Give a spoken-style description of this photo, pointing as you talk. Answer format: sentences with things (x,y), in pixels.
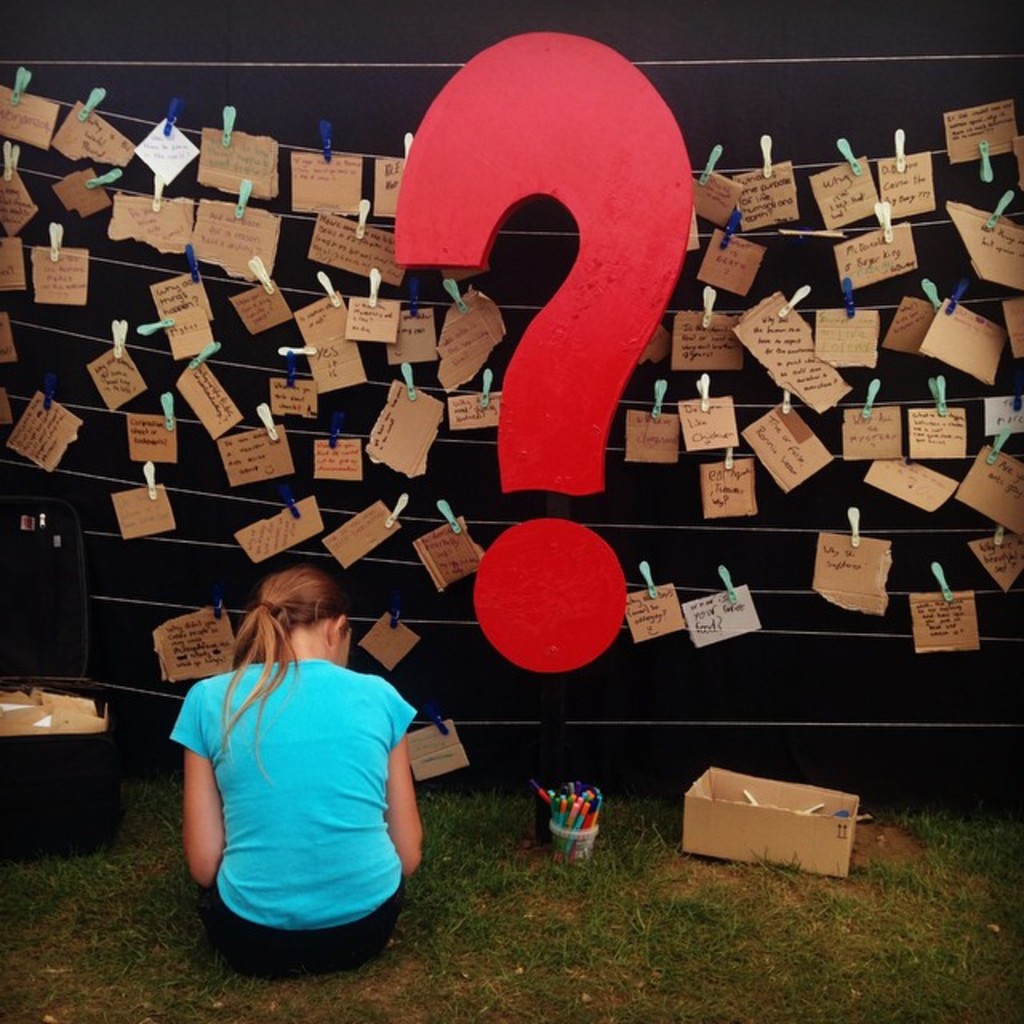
In this image there is a woman (289,909) sitting on the ground (490,979). Beside her there are cardboard boxes (776,787) and a pen holder (568,844). There is grass (493,934) on the ground (139,950). In front of her there is a wall (216,72). There are ropes (280,144) tied on the wall (105,315). There are papers (73,274) on the ropes (631,402). There is text (284,530) on the papers (697,360). There is a question mark symbol (630,270) on the wall (470,596).
